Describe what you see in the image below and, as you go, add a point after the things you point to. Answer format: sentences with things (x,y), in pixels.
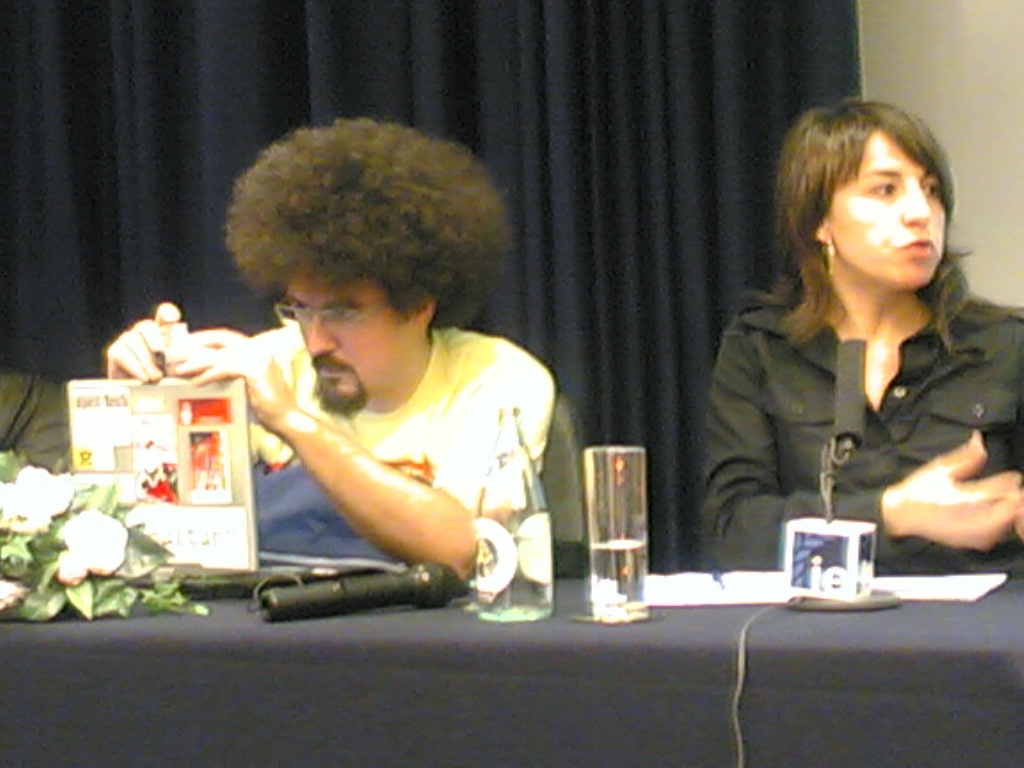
In this image there is a table (689,688) on which there a glass (599,543), there is a bottle (488,568), there is a microphone (353,598) and a man (407,387) who is looking at the laptop (183,440) and a women (786,359) wearing a black color coat (792,395) sitting on a chair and in the background (644,75) there is black color cloth (328,58) which covers a wall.
